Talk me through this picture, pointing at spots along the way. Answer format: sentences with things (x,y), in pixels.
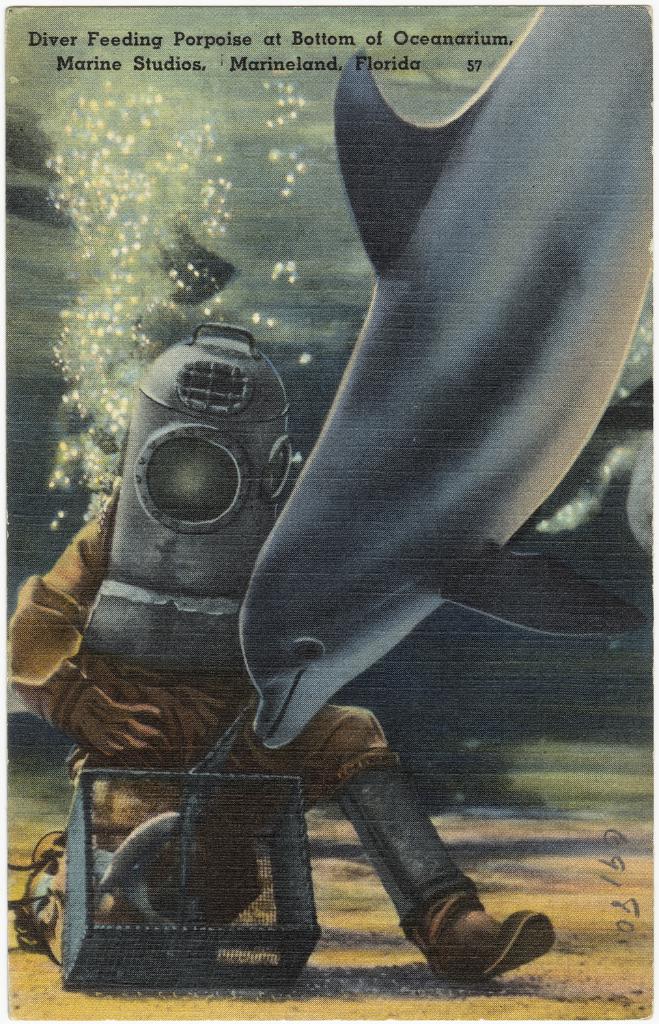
In this image I can see a fish (488,496), person (181,757), some objects (213,757), water (323,359) and a text (175,61). This image looks like an edited photo.
